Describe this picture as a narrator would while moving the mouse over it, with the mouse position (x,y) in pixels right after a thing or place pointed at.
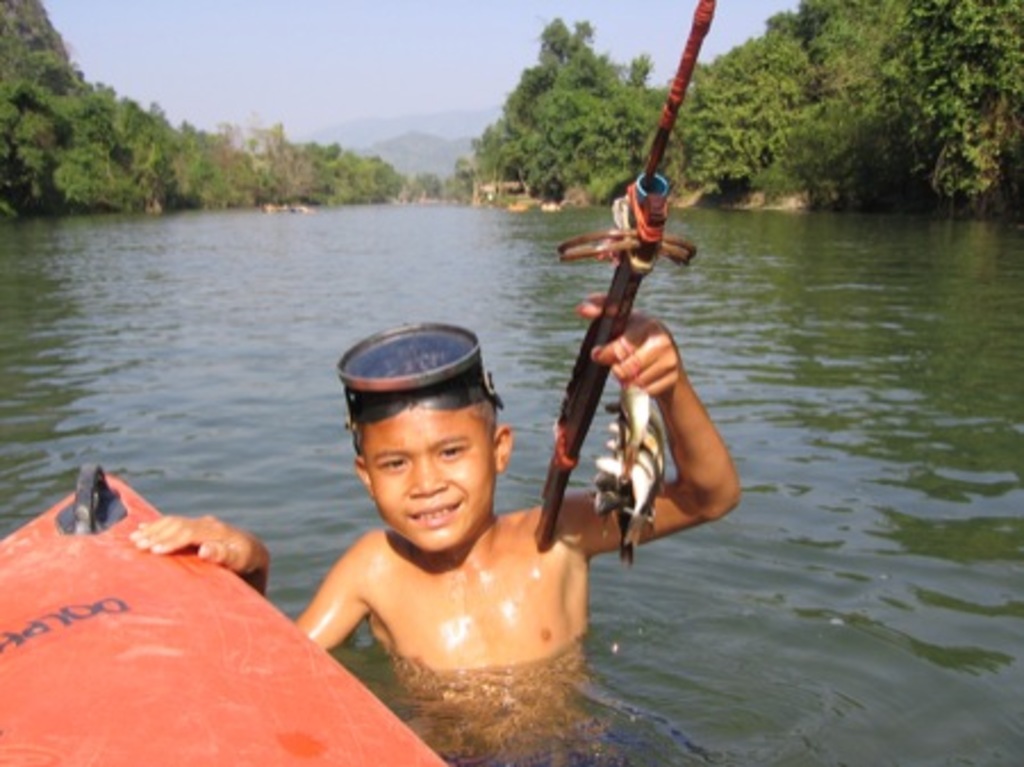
This picture is clicked outside the city. On the left (111,516) there is a red color object (81,547) seems to be a boat (257,647) and we can see a kid (535,541) in the water body (555,712) holding an object (638,445). In the background (756,23) there is a sky (413,36) and trees (746,190).
